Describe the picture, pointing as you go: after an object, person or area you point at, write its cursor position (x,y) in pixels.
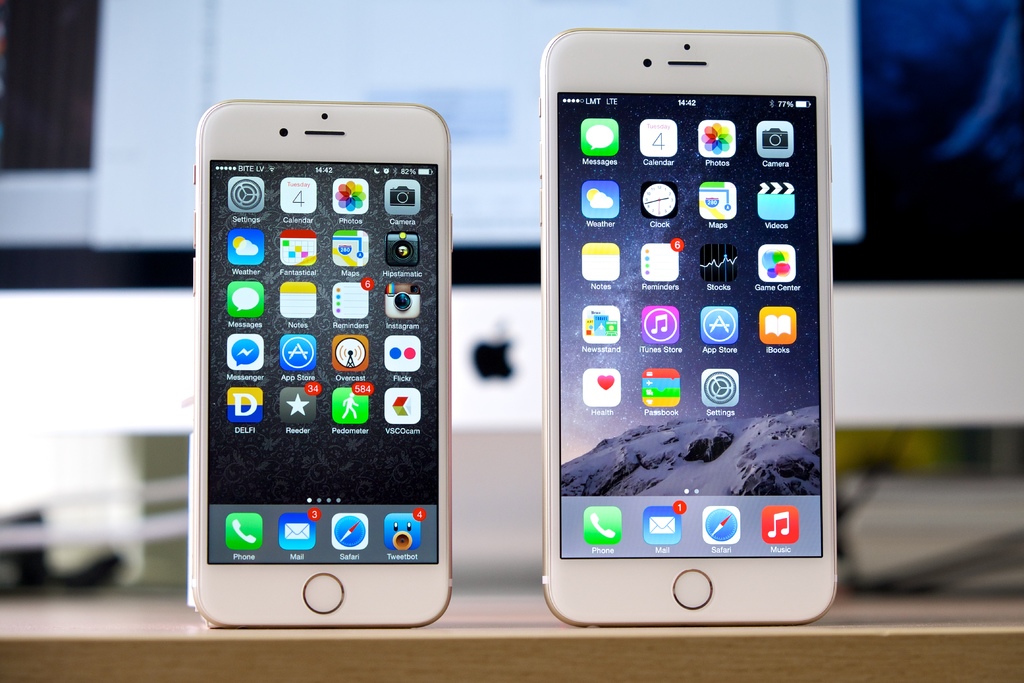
In this picture there are cell phones (759,326) on the table (735,660). On the screens (385,426), there are icons (312,247) and there is text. At the back (474,436) there is a computer (141,96) and there are wires (49,583).
